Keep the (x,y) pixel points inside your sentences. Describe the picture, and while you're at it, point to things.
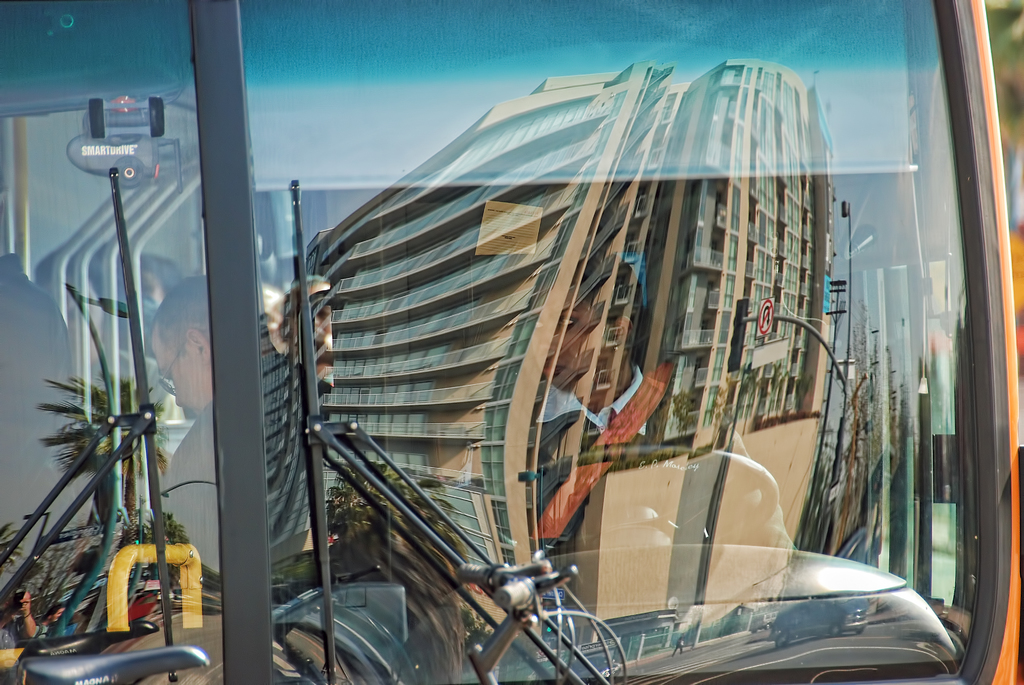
It looks like a glass (314,320) of a vehicle (592,328), there is a woman (561,368) in this and there is an image (611,331) in this image. It looks like a building (689,279).
